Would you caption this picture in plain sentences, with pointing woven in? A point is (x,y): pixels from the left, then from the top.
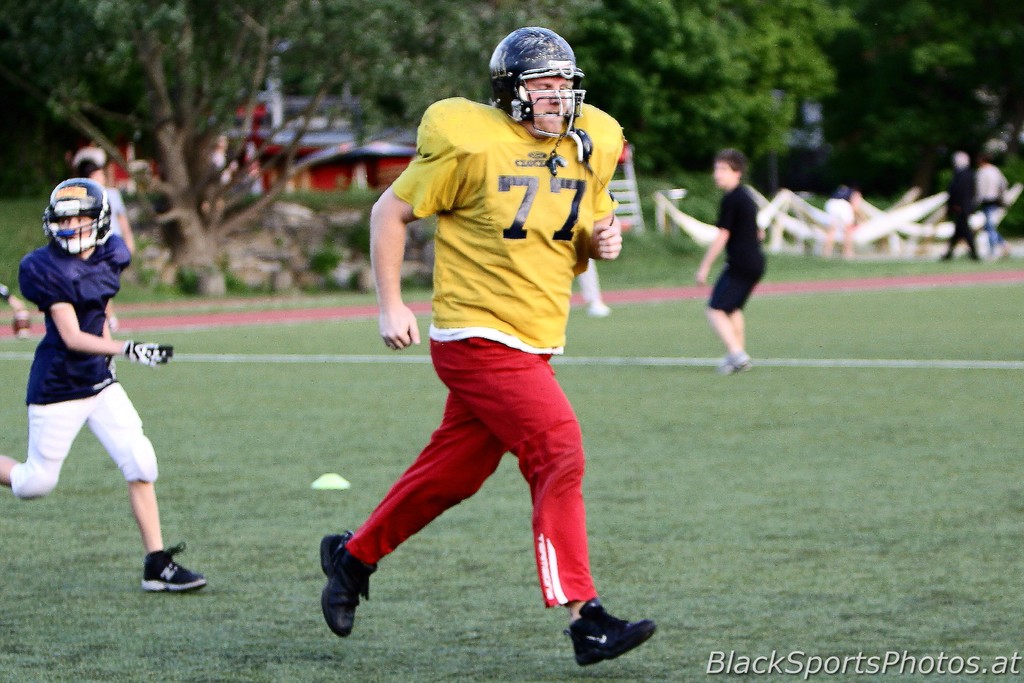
In this image in front (676,550) there are two players (462,496) running on the grass (724,527). Behind them there are few other people (960,176). In the background of the image (642,167) there are trees (652,31), buildings (338,106), rocks (298,209). On the right side of the image (897,244) there are few objects (760,204). There is some text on the bottom of the image (909,659).
